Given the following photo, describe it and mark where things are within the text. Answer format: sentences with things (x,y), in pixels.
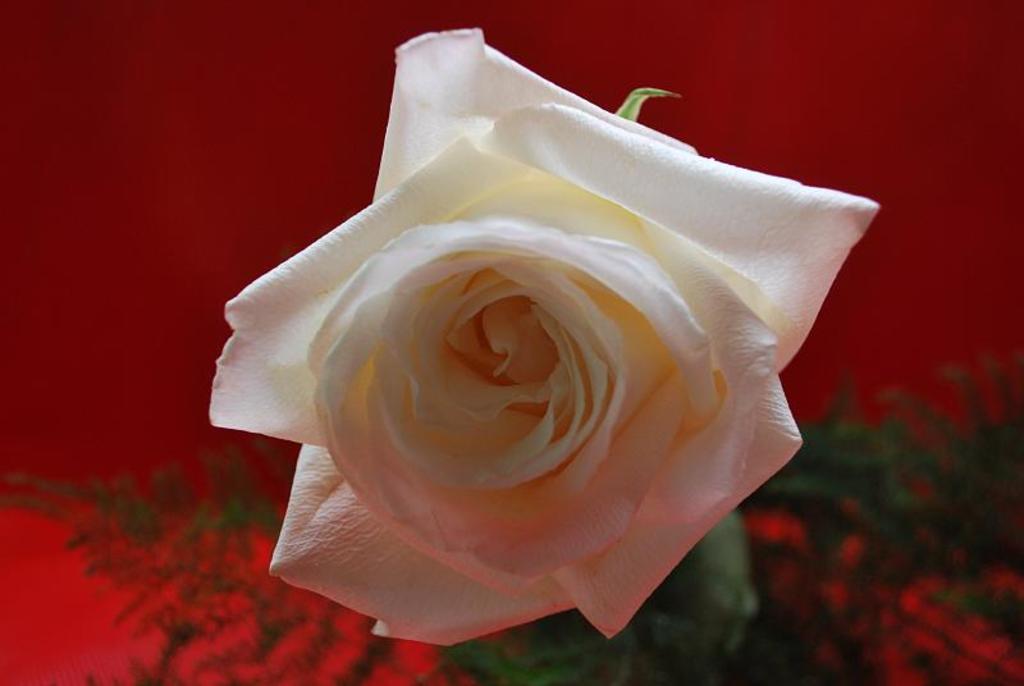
In this image we can see a flower (313,467). In the background (328,125) the image is not clear but we can see plants (967,449) and red color object (205,70).
